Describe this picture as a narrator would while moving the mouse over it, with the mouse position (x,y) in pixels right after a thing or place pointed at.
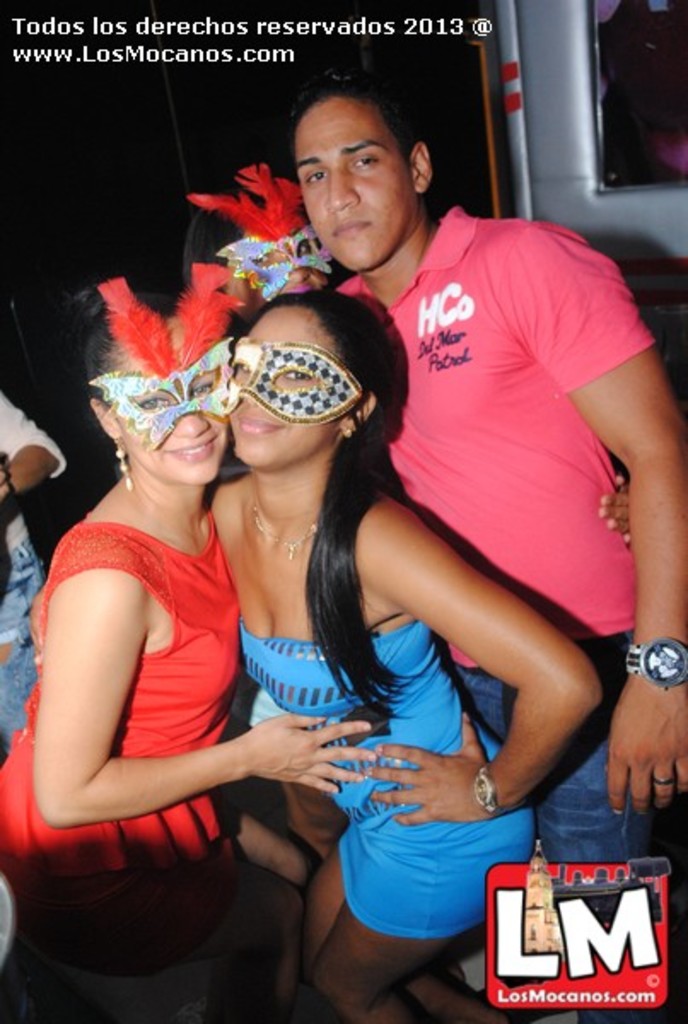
In this image we can see few persons (240,426) and in the foreground (265,306) we can see few people (223,534) wearing masks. In the top right (586,181), we can see an object (569,181). The background of the image (233,8) is dark. At the top (204,53) we can see the text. In the bottom right (621,924) we can see an image (546,940) and text (601,934).
